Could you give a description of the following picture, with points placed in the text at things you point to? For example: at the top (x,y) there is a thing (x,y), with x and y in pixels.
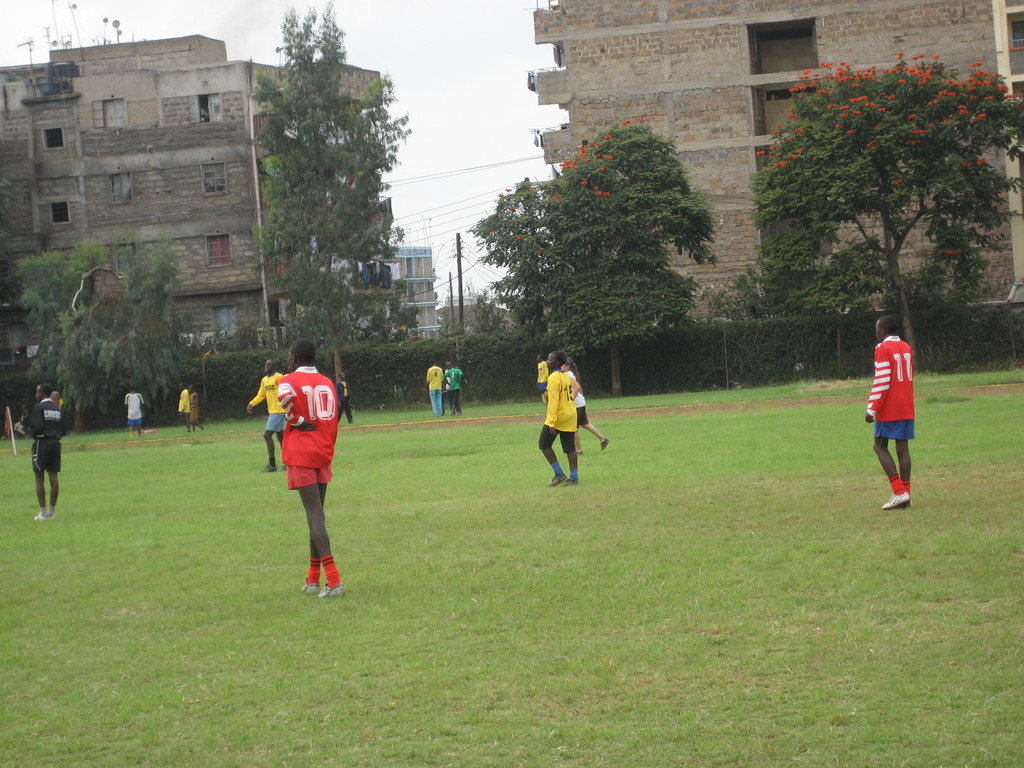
In this picture we can see few people (560,481) are playing on the grass (274,574), around we can see fencing (610,360), trees (533,275) and buildings (665,68).
